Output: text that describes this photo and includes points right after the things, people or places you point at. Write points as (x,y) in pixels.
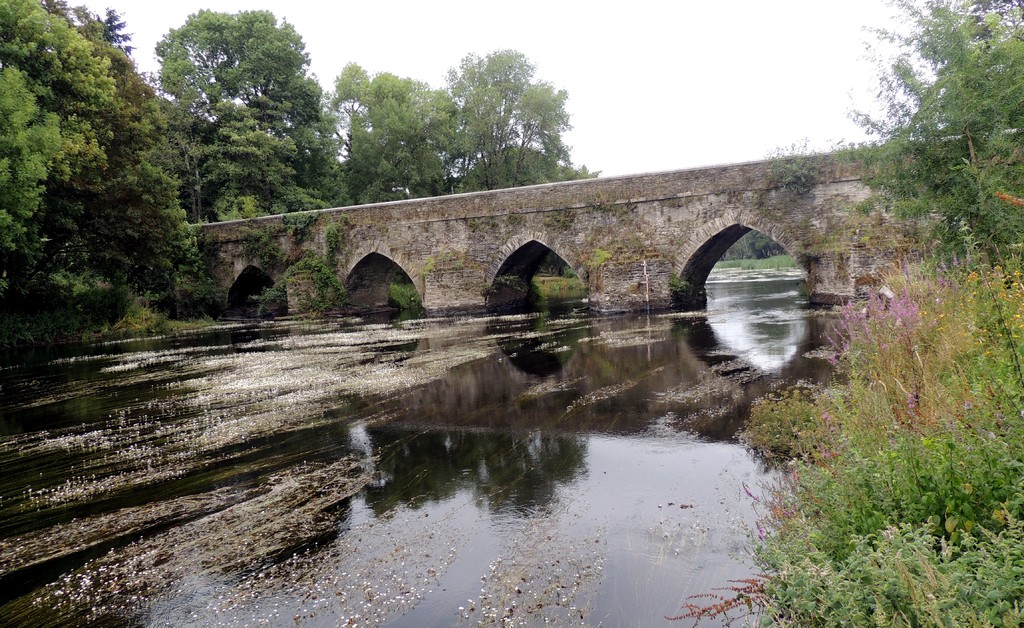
In this image we can see a bridge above the water (463,348), there are some plants (286,258) and trees (495,123), in the background (735,105), we can see the sky (735,104).
